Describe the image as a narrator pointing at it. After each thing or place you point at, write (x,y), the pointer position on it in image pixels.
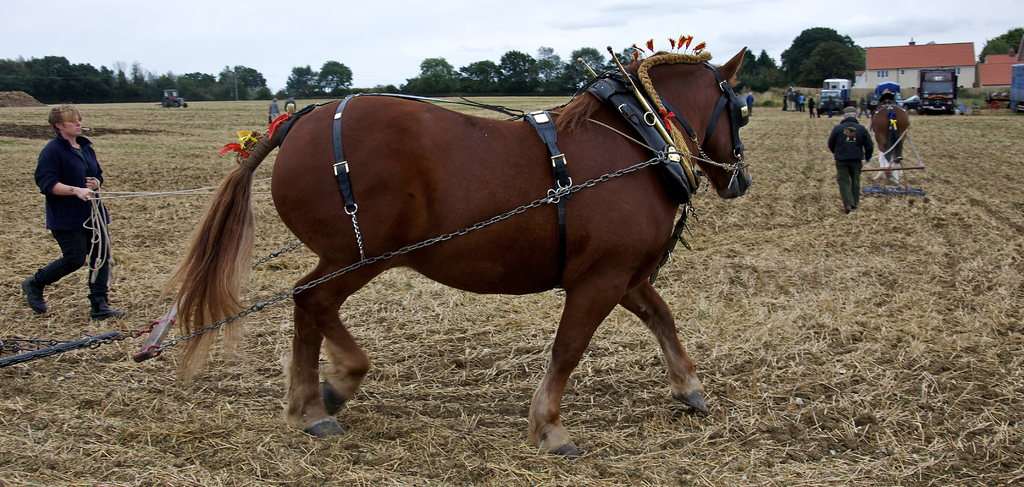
In this image there is the sky (423,42), there are trees (808,51), there are vehicles (838,97), there is grass (835,170), there is a person (84,200) holding a rope (122,196), there is a horse (469,213), there is an object (83,342) truncated towards the left of the image (56,354), there is a vehicle (1022,79) truncated towards the right of the image (1015,91), there is a house (999,66) truncated towards the right of the image (1005,54), there is a tree (1000,39) truncated towards the right of the image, there are persons (284,109) holding an object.
